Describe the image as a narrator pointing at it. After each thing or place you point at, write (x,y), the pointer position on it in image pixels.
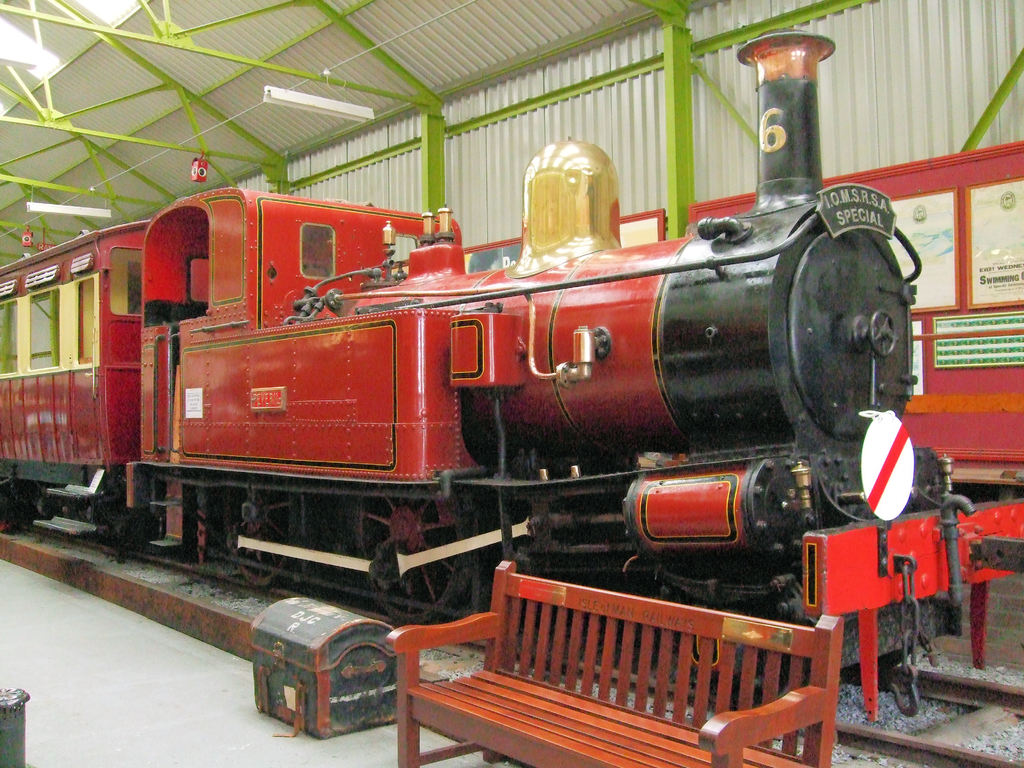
there is a red color train (366,409) on which number 6 (774,113) is written on the engine (752,445). in the front (762,682) there is a wooden bench (567,707) and a box (289,671). behind that there are red colored boards (965,177) on which there are frames (931,294). on the top (324,120) there is roof (323,140) and lights (66,214).
